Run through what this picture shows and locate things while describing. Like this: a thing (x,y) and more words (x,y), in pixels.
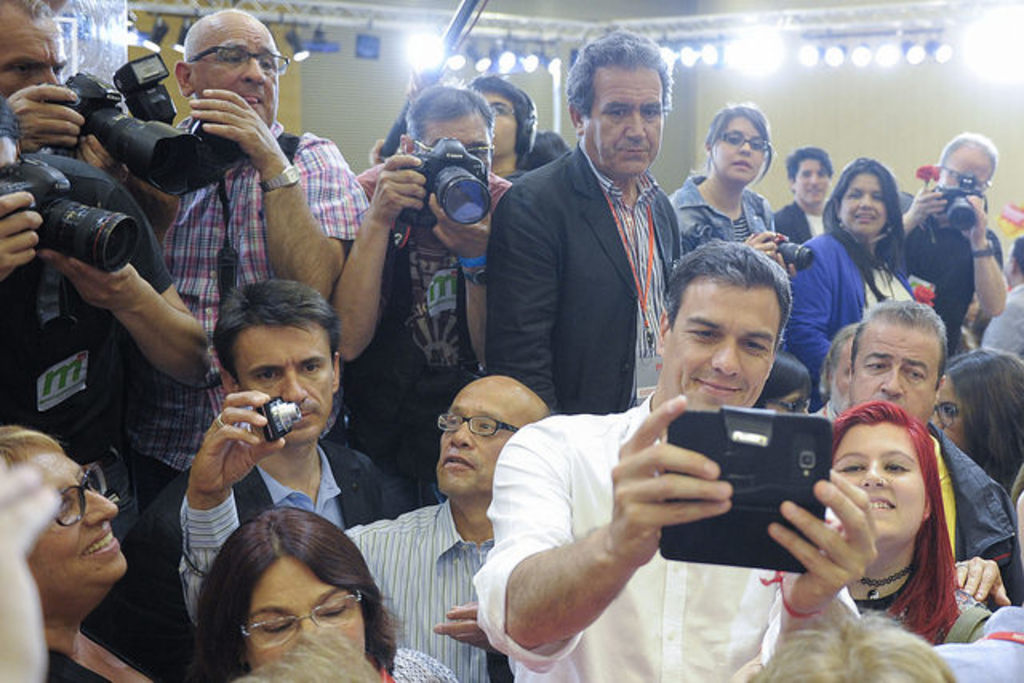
In this image we can see some group of persons (573,316) in the room (347,67) holding some cameras (40,241) in their hands (26,230) and at the background of the image (420,62) there are some lights (530,62).
